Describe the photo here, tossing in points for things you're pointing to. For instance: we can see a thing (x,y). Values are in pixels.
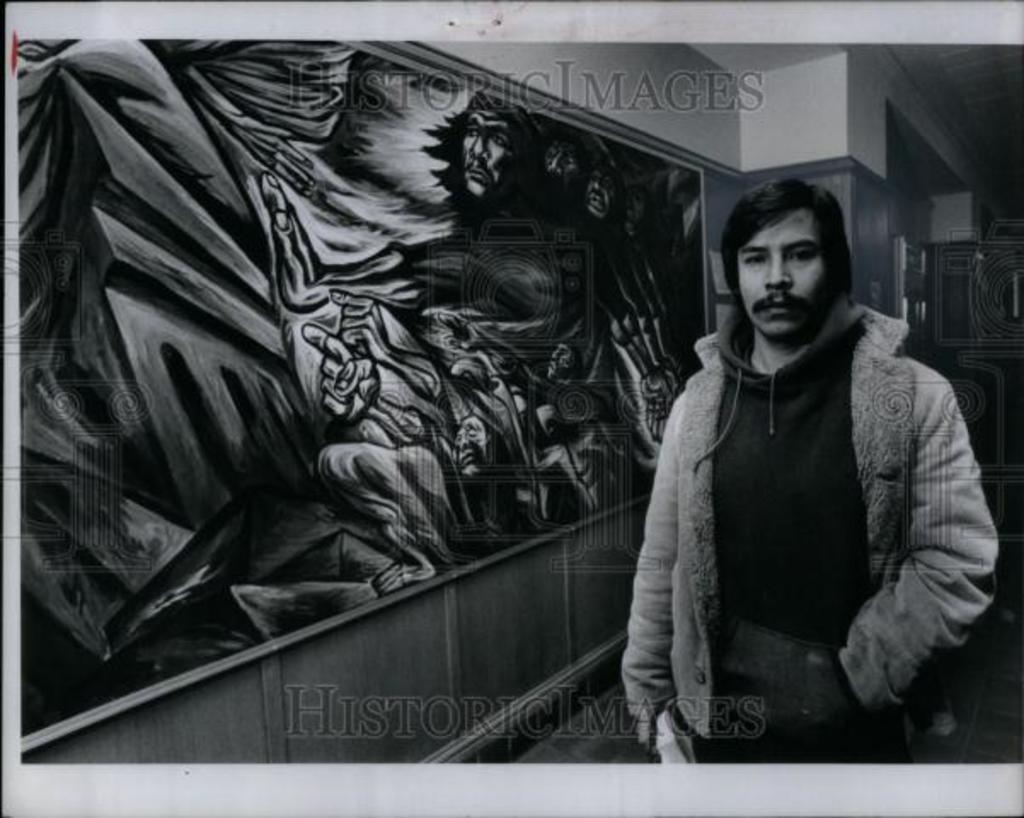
On the right side of the image (817,655), we can see a person (790,621) is standing, watching and holding some object (668,748). Background (236,536) there is a painting (305,338) and wall (471,575). Here we can see watermarks (528,458) in the image.
